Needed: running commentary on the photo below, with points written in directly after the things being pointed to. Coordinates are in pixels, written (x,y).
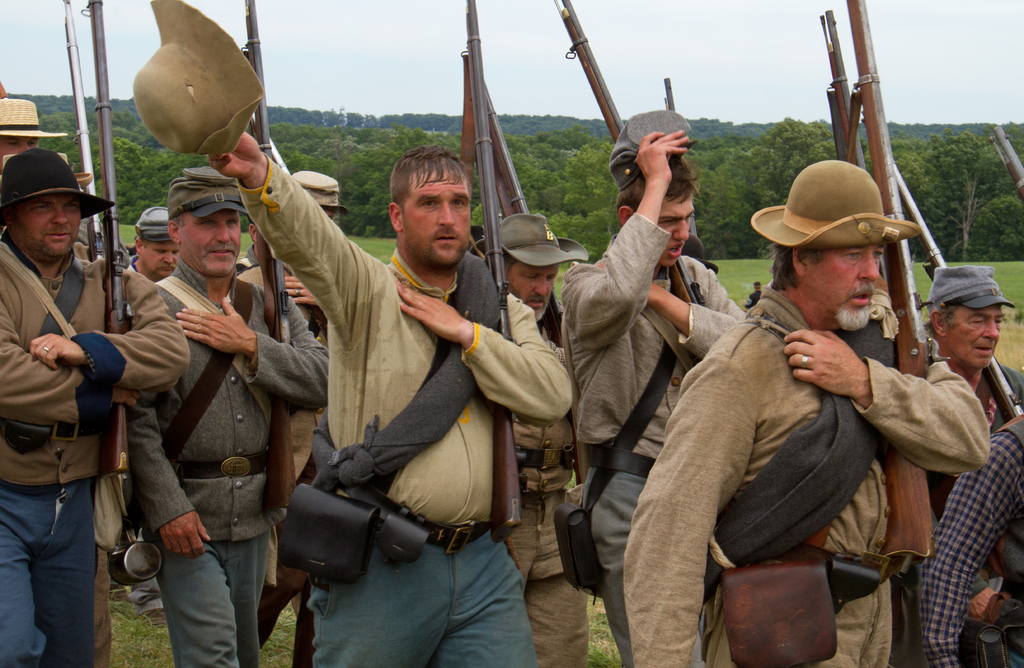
In the image we can see there are lot of people (754,332) standing on the ground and there are few people (682,221) wearing hats (529,230). The people (516,265) are holding rifles (504,284) in their hand (470,322) and the ground (165,622) is covered with grass (162,633). Behind there are lot of trees (978,161) and the sky (376,33) is clear.
